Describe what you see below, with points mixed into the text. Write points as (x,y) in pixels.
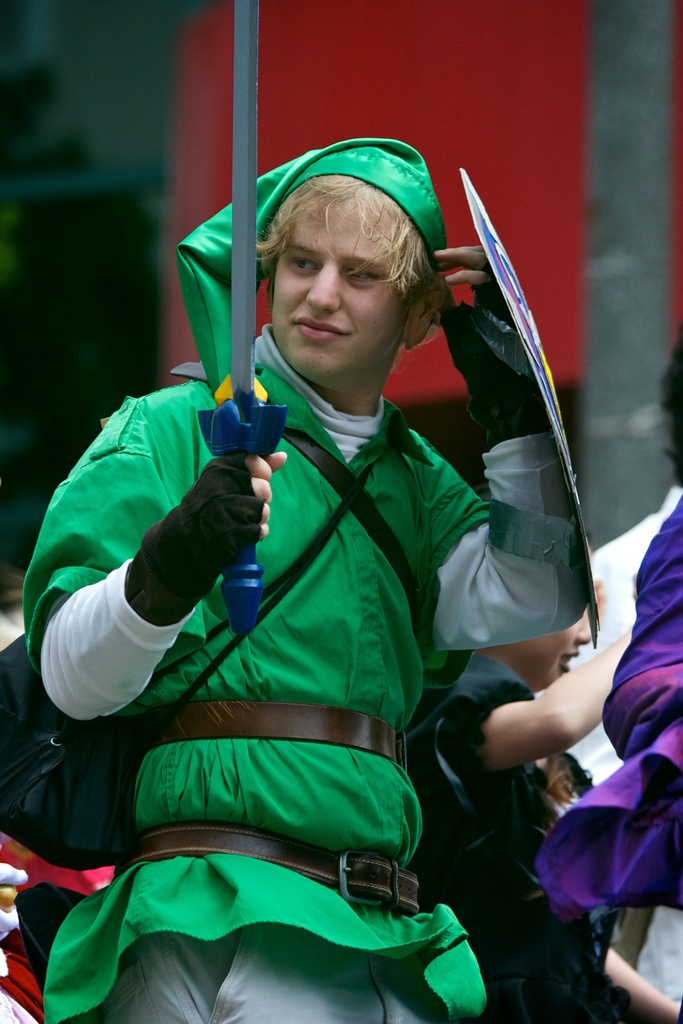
In this image we can see a man (427,542) with a green color cap (379,159) and a green color shirt (349,694) and the man (254,468) is wearing a bag (148,733) and holding the sword (235,277) in his hand (236,518). In the background (616,652) we can also see some persons (506,681).
